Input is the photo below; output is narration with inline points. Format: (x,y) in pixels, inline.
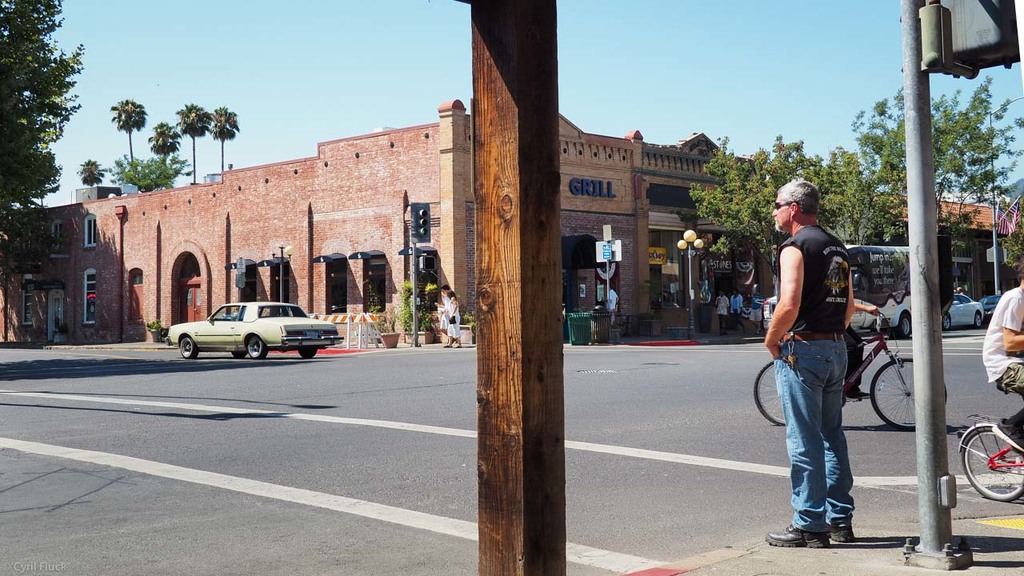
Here in the right (803,229) we can see a man (820,254) Standing and beside him we can see a couple of bicycle (992,455) and there is a car (315,324) at the left side (300,319) and there is a building (322,216) in the center (457,219) and there are trees (720,195) everywhere.
